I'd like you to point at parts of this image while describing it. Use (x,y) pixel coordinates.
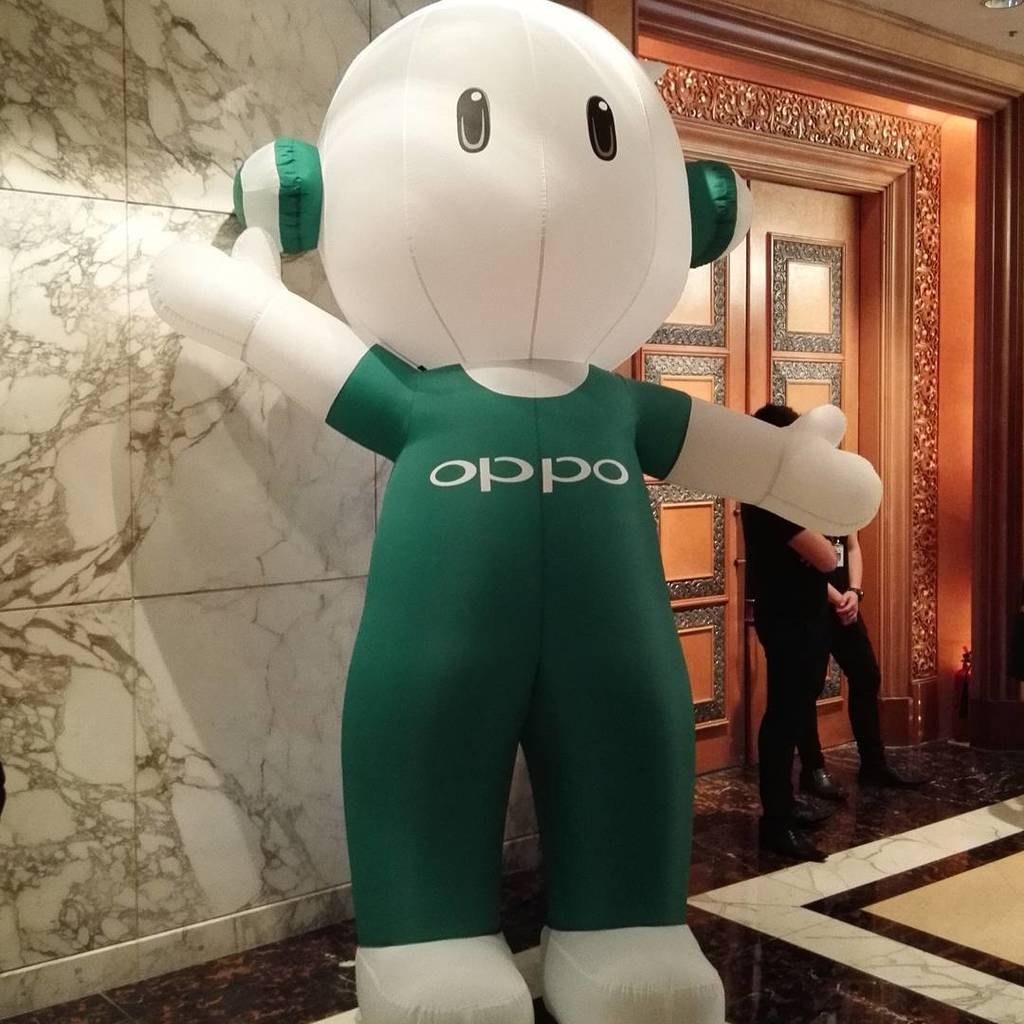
This picture shows an inner view of a building (803,889). we see a air balloon (675,404) and we see couple of them (803,539) standing at the door (793,388).
